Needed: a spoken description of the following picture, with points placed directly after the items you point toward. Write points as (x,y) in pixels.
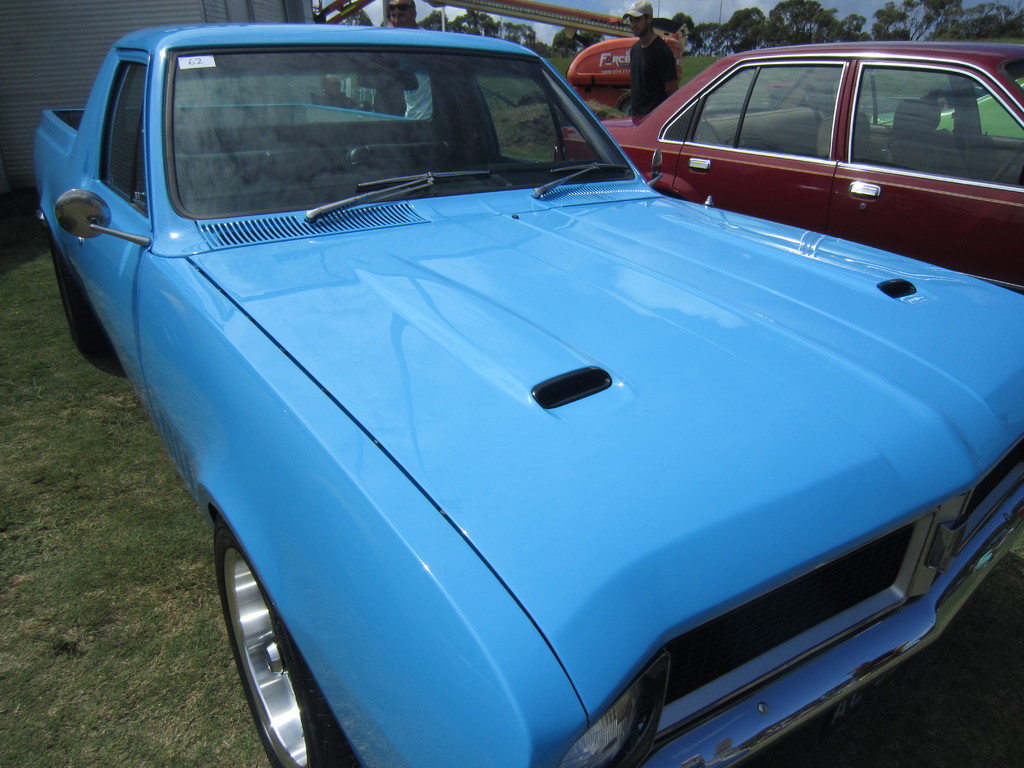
In the foreground of the picture (585,170) there are two cars (723,126). In the center of the picture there are people (639,66). In the background (773,27) there are trees (773,27) and sky (688,8). On the left (74,39) there is a building (91,16).
